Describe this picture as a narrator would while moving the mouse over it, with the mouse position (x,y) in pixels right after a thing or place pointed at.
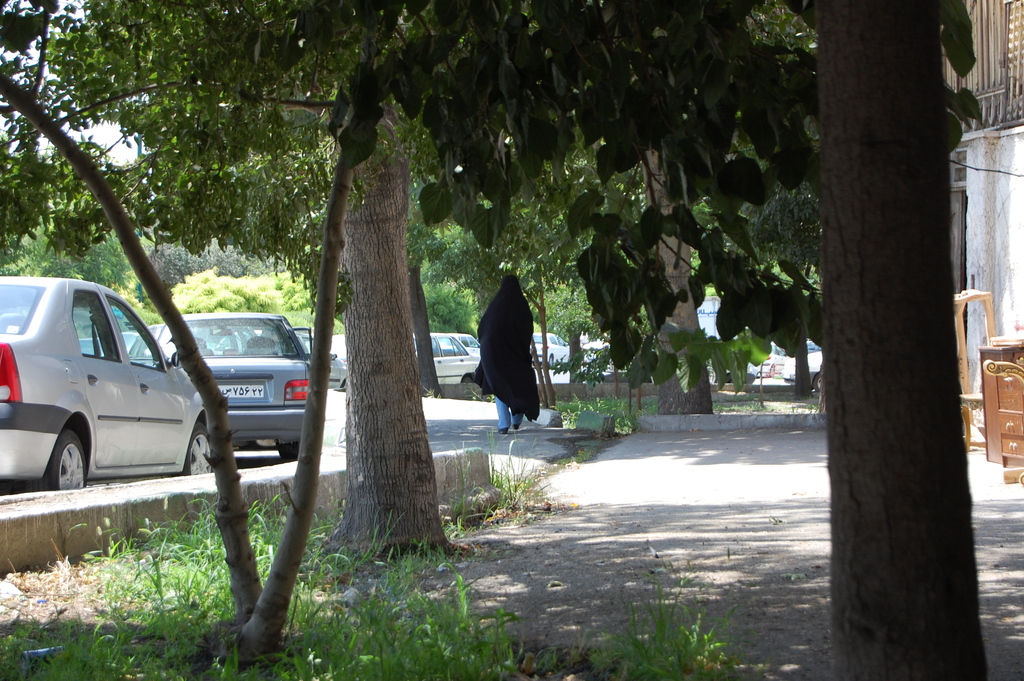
In this picture we can see vehicles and a person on the ground (574,564) and in the background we can see trees (418,491).
